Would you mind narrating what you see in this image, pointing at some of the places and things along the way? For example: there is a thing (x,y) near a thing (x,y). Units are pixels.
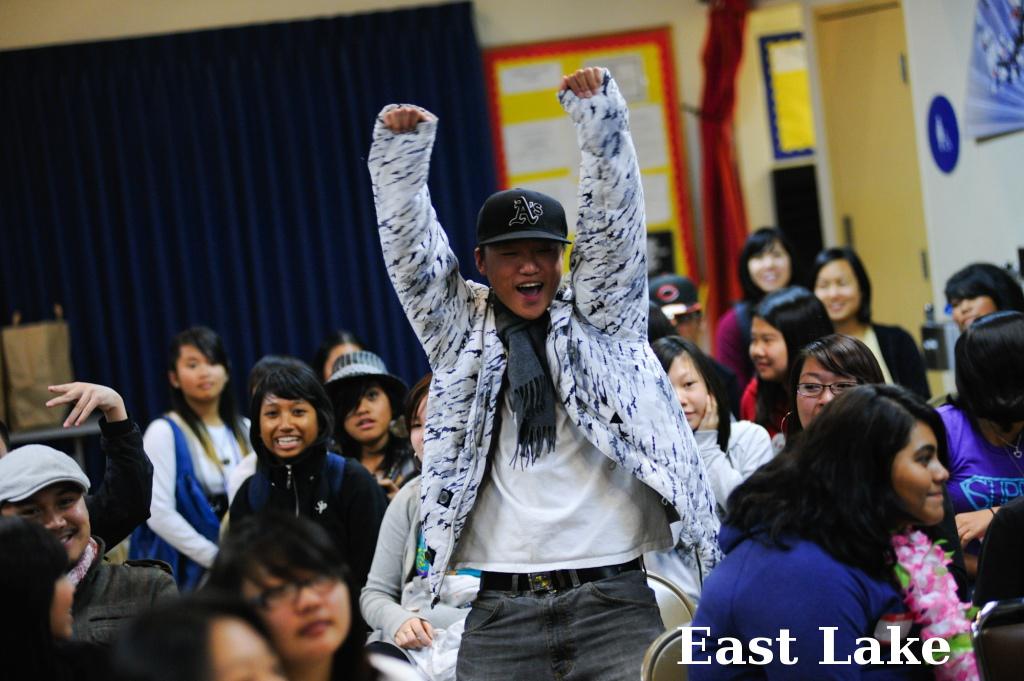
In the image there are many girls (766,407) sitting on chairs (988,659) and a man (525,291) standing in the middle (584,367) with jacket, scarf (518,394) and cap (536,229), in the back (480,138) there is curtain (327,130) and banner (570,62) on the wall (595,31).
